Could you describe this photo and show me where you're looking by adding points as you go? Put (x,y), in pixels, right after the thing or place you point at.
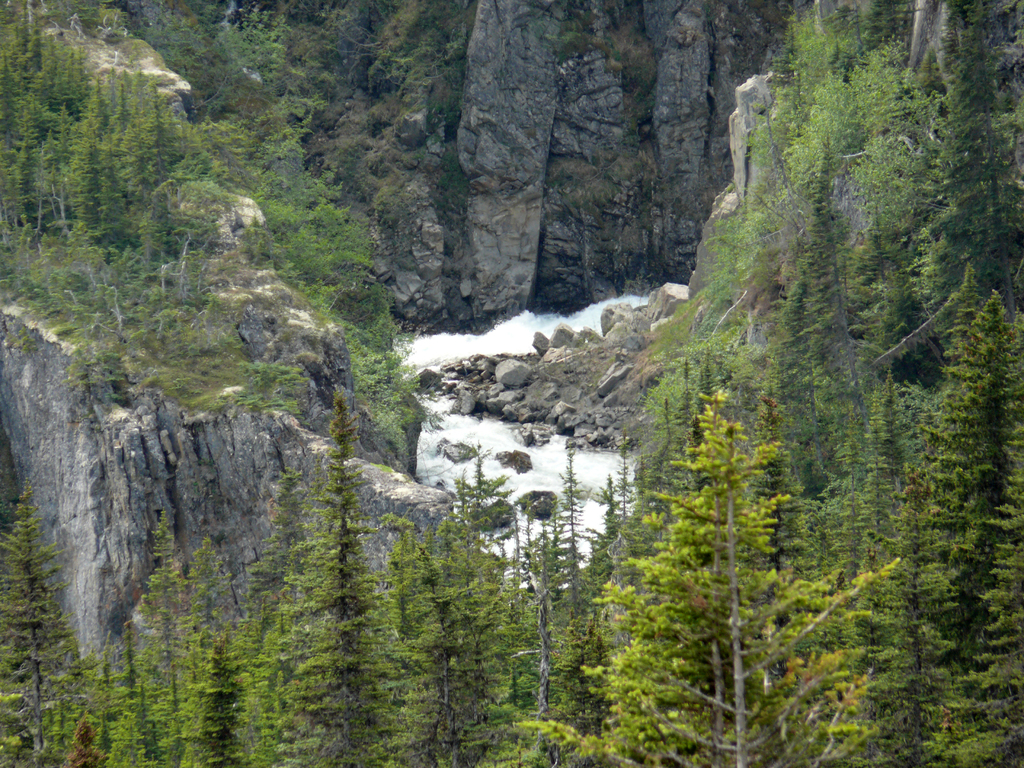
In this image there are trees (807,412) and mountains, in the middle of them there is a flow of water (550,480).
